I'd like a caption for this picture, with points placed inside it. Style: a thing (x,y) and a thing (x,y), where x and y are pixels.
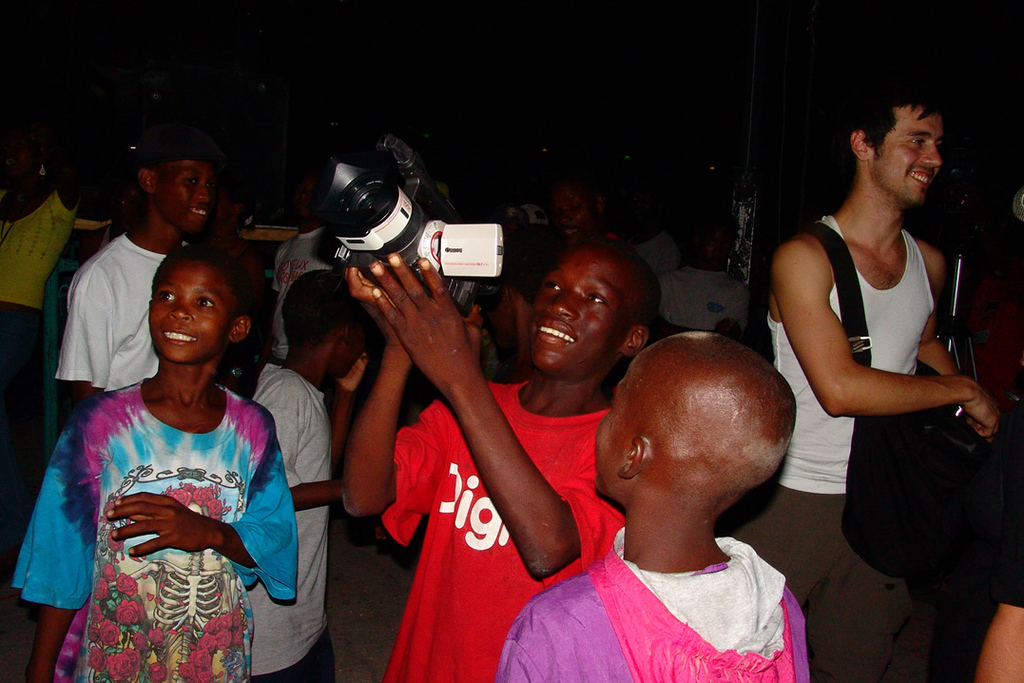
In this image there is a boy (434,364) holding a camera (448,262), another 2 boys (155,626) standing beside him, and the back ground (843,221) there are group of persons (692,261) standing and smiling.
